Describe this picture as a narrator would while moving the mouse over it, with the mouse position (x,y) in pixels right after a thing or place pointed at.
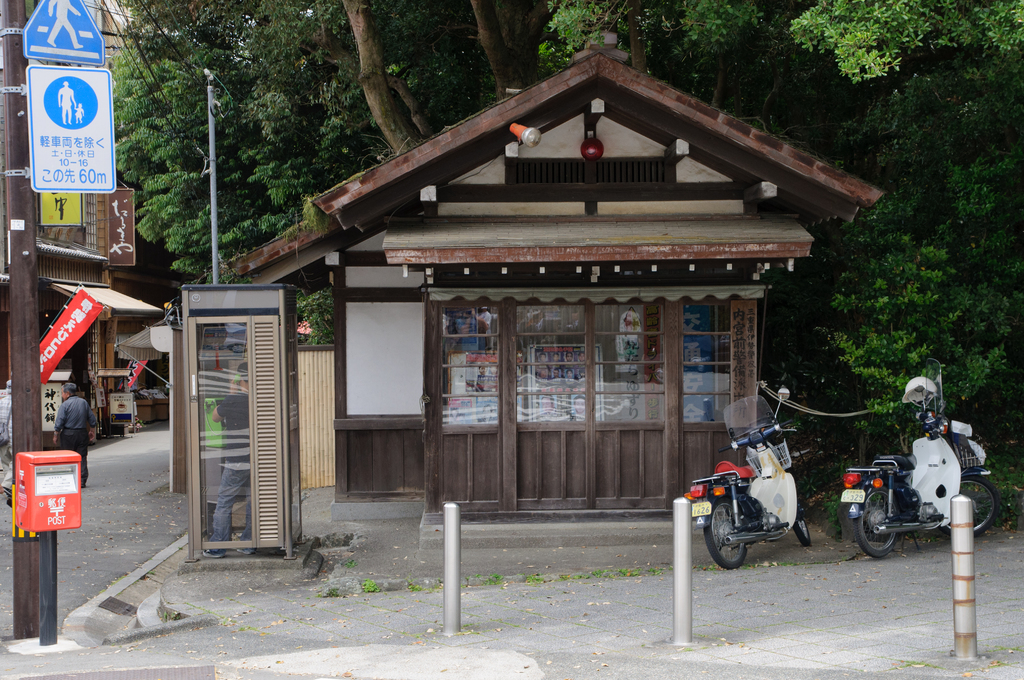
In this image I can see few vehicles (898,481), I can also see a telephone booth (212,380), background I can see few stalls (2,277) and buildings (725,240). I can also see few boards (105,110) attached to the pole (14,249), background (271,46) I can see trees (371,86) in green color.
